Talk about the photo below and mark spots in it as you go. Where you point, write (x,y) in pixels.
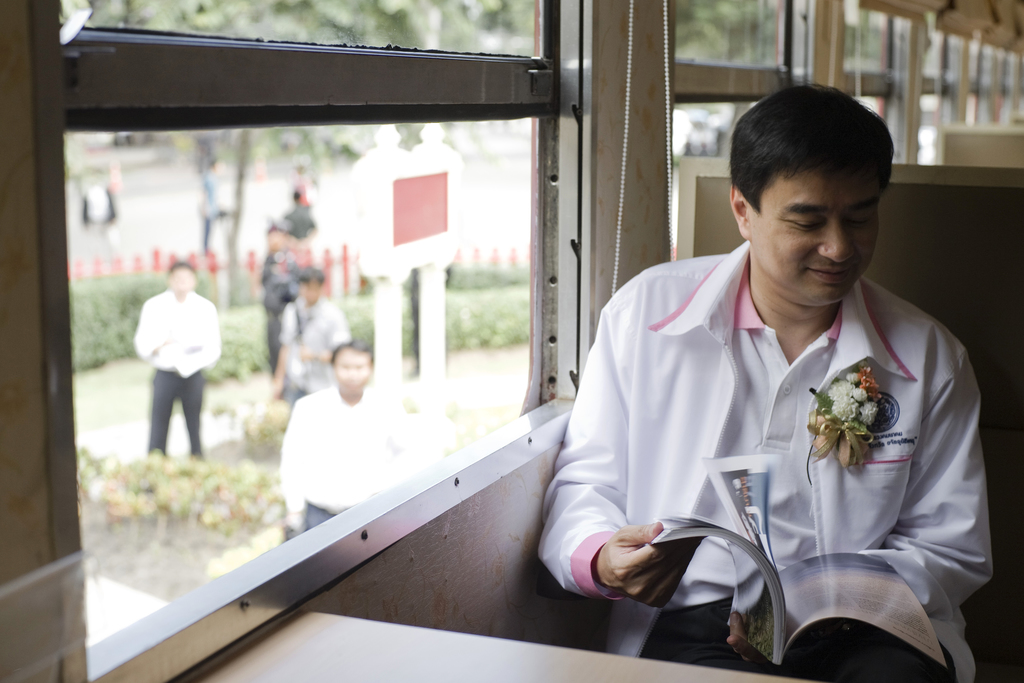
In the picture we can see a man (897,674) inside the bus (40,598) sitting on the seat (1019,656) and referring the book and he is with a smile and wearing a white shirt (644,449) and some flowers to it and beside him we can see a window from it we can see outside with some people (319,440) standing on the path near to them we can see some plants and trees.
